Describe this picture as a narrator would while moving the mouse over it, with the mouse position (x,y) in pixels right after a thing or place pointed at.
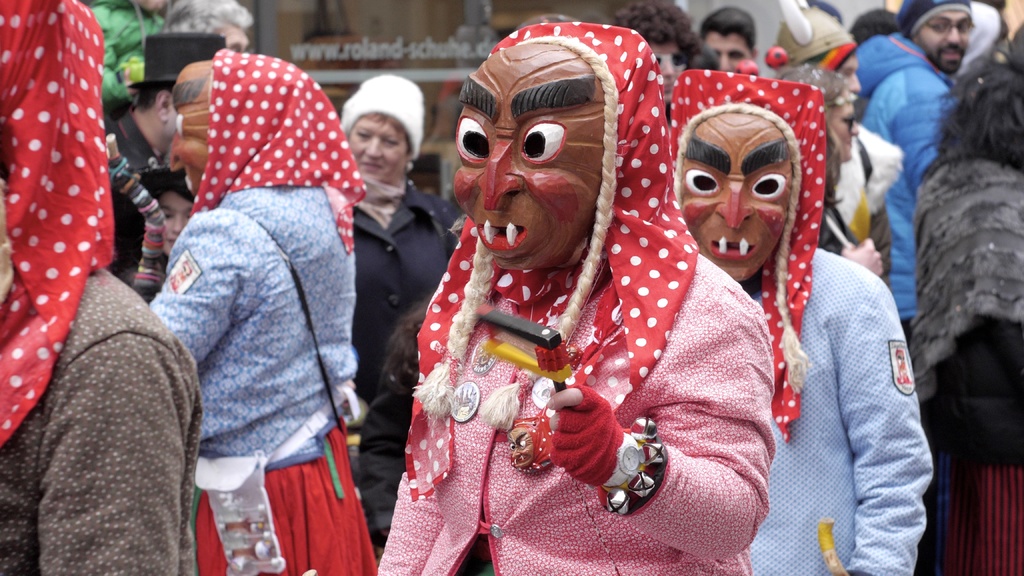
This image consists of some persons (626,476). They are wearing some masks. They are holding something.
